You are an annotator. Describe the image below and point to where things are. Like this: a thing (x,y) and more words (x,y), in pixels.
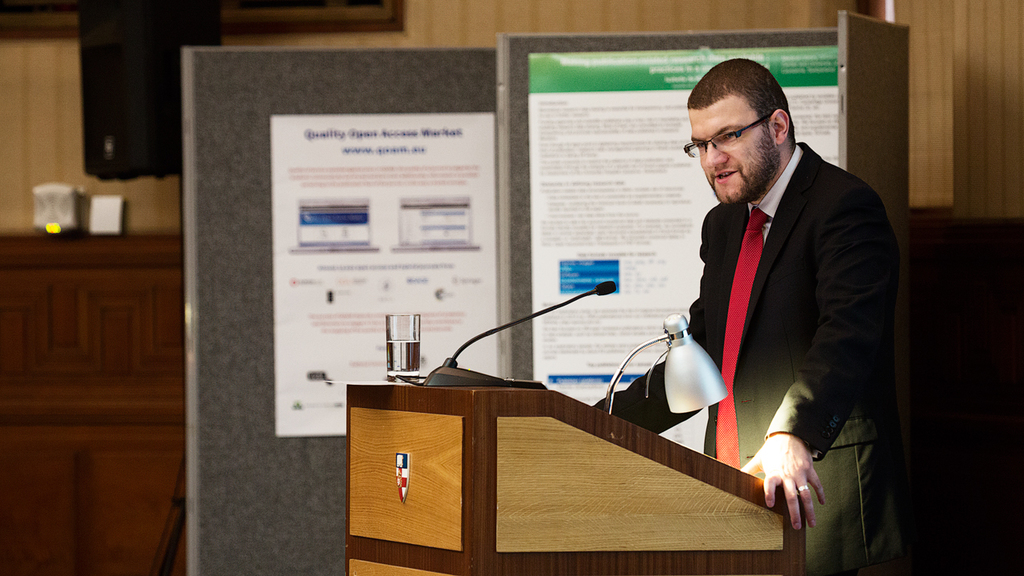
In this image there is a podium (554,456) in which a lamp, and mike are attached to it and glass (385,334) containing of water (396,368) and there is a man (722,440) standing and talking in a microphone (491,335) and at the back ground (712,53) there are 2 hoarding (332,155) and a speaker (159,104).
